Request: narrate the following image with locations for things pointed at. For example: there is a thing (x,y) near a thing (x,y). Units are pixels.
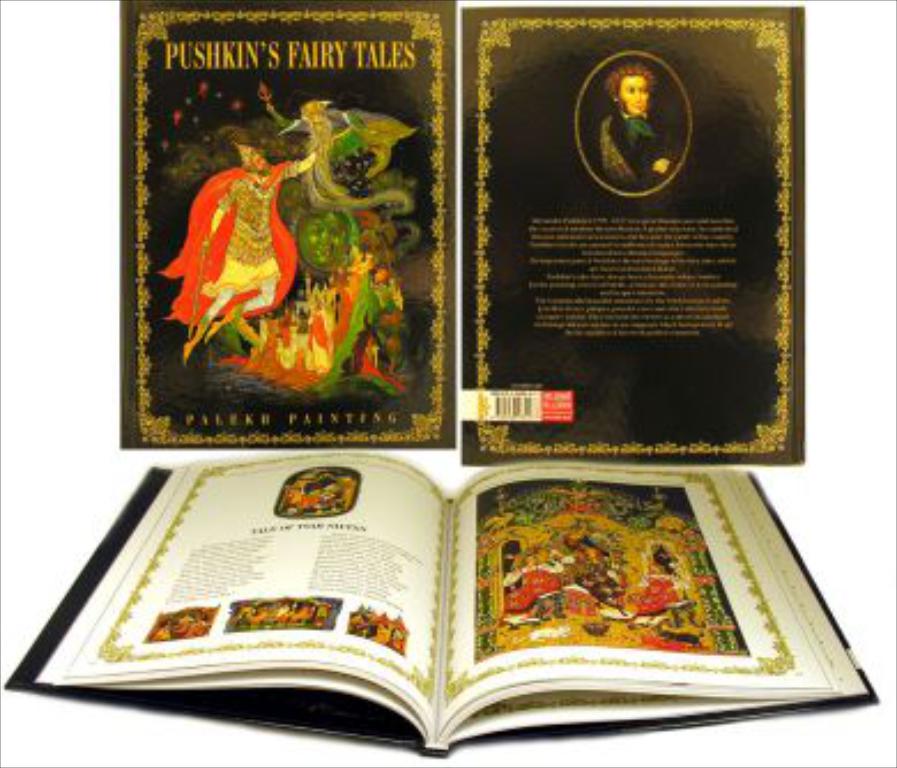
In this image, I can see a book (386,643) and book covers (402,310) with words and pictures (302,178) of people (256,176). There is a white background (65,391).
